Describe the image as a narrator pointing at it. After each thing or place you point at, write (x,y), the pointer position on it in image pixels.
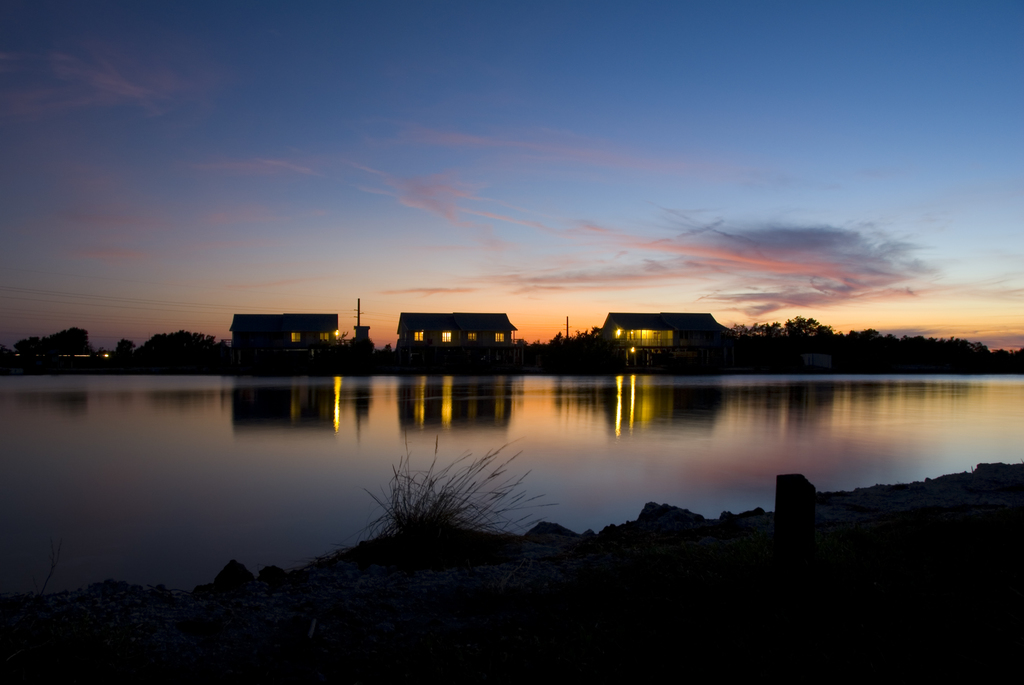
In this image we can see sky (349,146) with clouds (453,133), buildings (425,331), poles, trees (832,362), river (580,440), shrubs (432,510) and stones (435,596).
